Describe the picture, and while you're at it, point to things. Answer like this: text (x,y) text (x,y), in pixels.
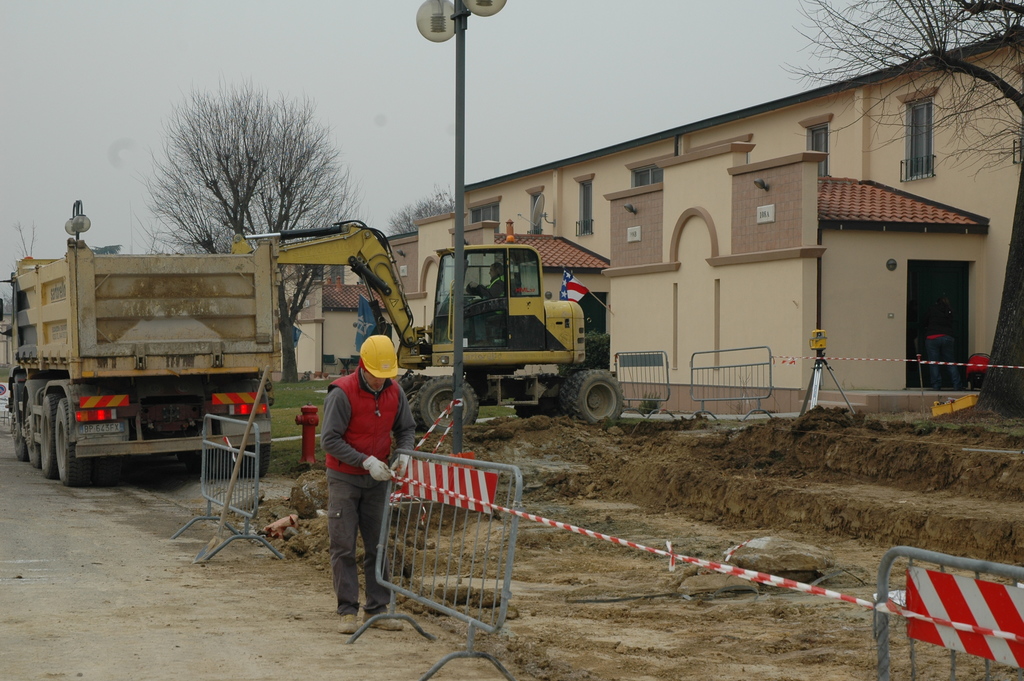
In this picture we can see barricades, a person (339,445), a truck (153,320), a proclainer (385,287) and an object (300,409) on the ground (289,392). Around the proclainer (401,285), there are street lights (76,203), buildings (448,240), trees (306,193) and the sky (407,93).
